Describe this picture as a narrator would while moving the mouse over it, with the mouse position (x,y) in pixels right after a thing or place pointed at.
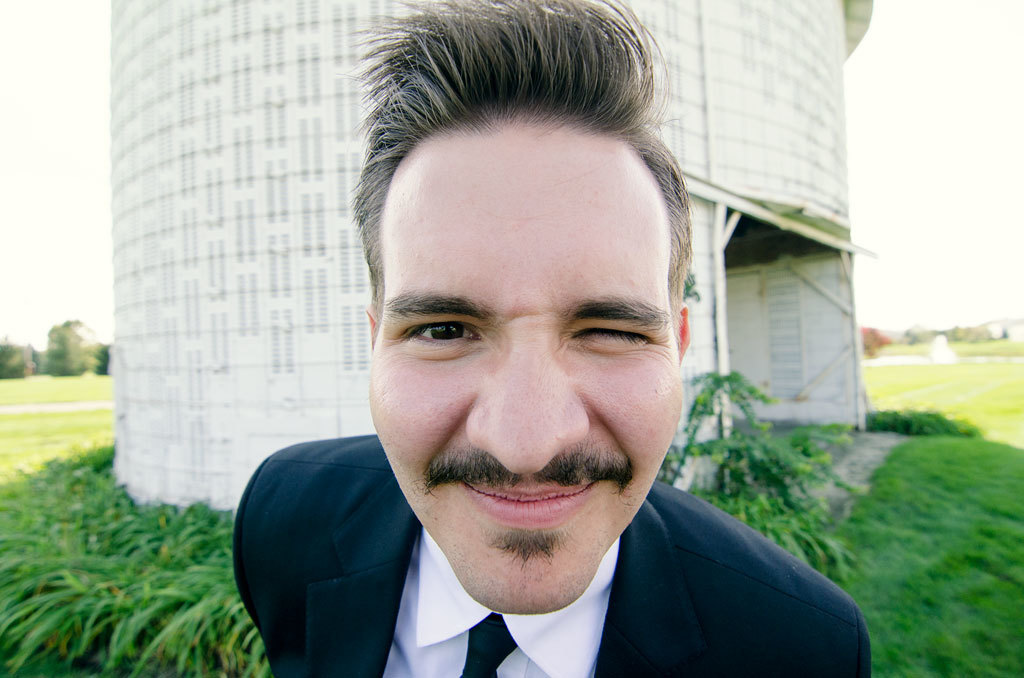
In the middle of the image (557,434) there is a man (529,404) with black jacket (733,617), white shirt (575,617) and tie (498,642). Behind him there is a tower (357,4). And on the ground (35,380) there is grass (35,380).
